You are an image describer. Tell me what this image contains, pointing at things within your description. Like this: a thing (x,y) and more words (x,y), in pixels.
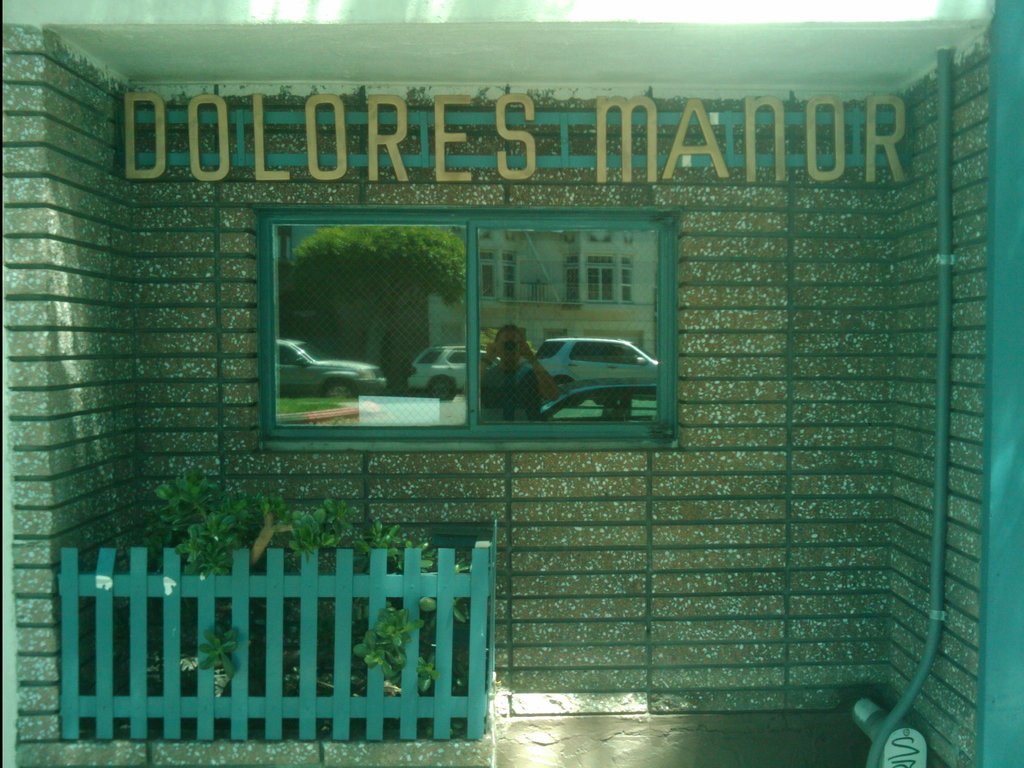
In this image there is a wall (964,429) having a window (434,364). On the window (483,389) there is a reflection (449,376) of few vehicles (450,392), buildings (501,308) and trees (368,279). Before the vehicles (461,356) there is a person (524,362) holding the camera (510,349). Left bottom there is a fence (343,677). Behind there are few plants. Top of the image (391,156) there is some text (751,115) on the wall (433,136).
